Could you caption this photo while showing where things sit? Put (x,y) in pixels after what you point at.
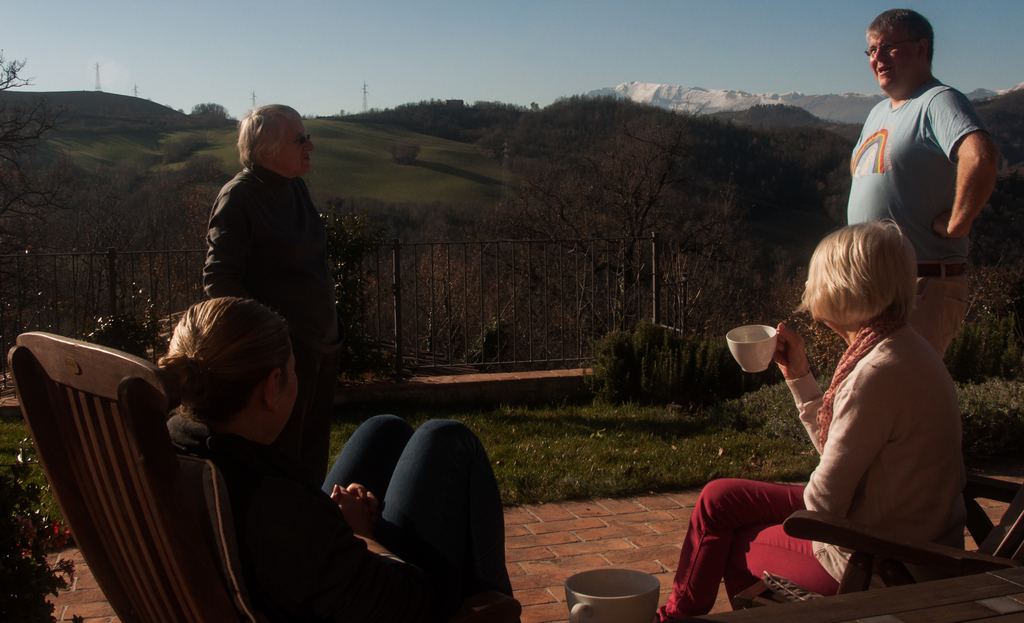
In this picture I can see couple of them standing and couple of them seated on the chairs (377,549) and I can see a woman (783,370) holding a cup (758,368) in her hand (793,351) and I can see another cup (599,609) on the table (806,608), I can see few plants (767,403) and a metal fence (440,295) and trees (523,153) and I can see hills (208,131) and few towers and a blue sky (598,74).
